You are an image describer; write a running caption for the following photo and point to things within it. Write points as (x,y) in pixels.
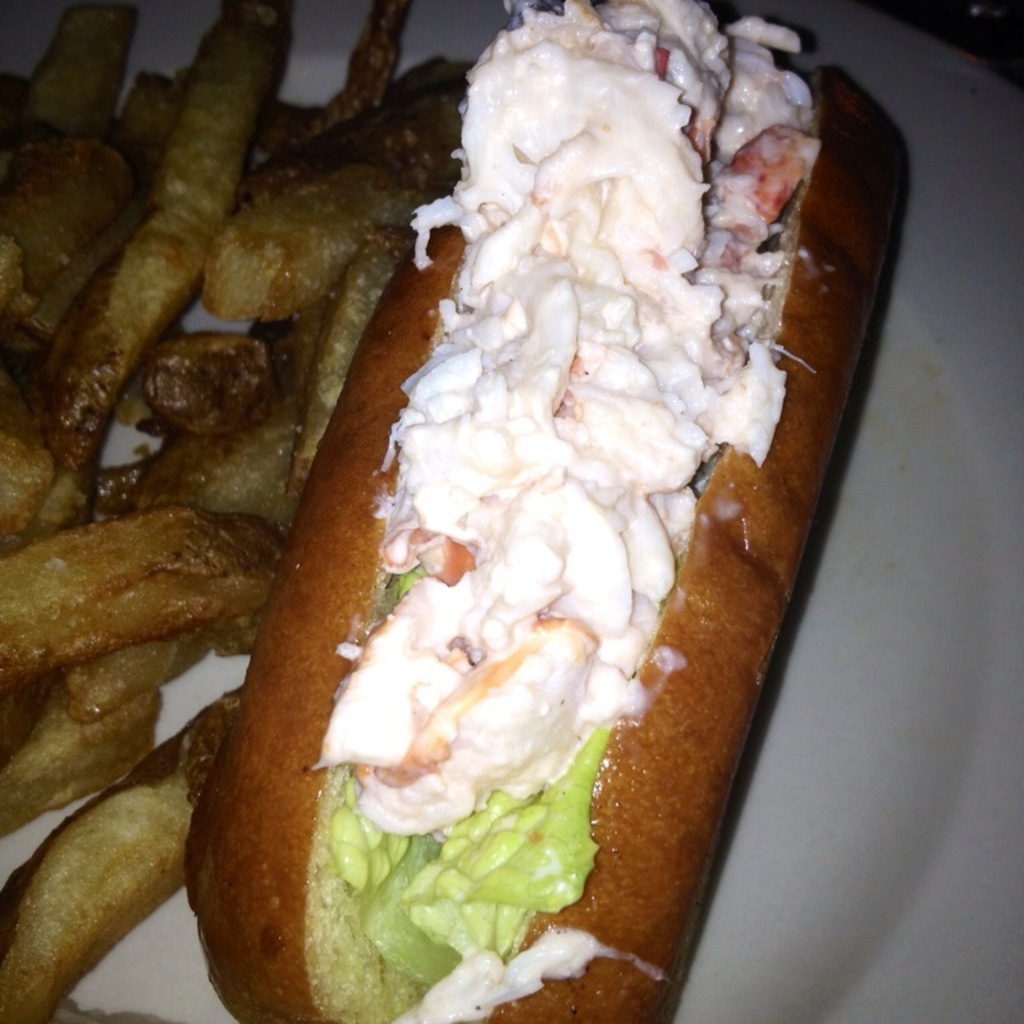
In this picture we can see food items (81,566) on a white color plate (303,56) such as fries (138,523).
